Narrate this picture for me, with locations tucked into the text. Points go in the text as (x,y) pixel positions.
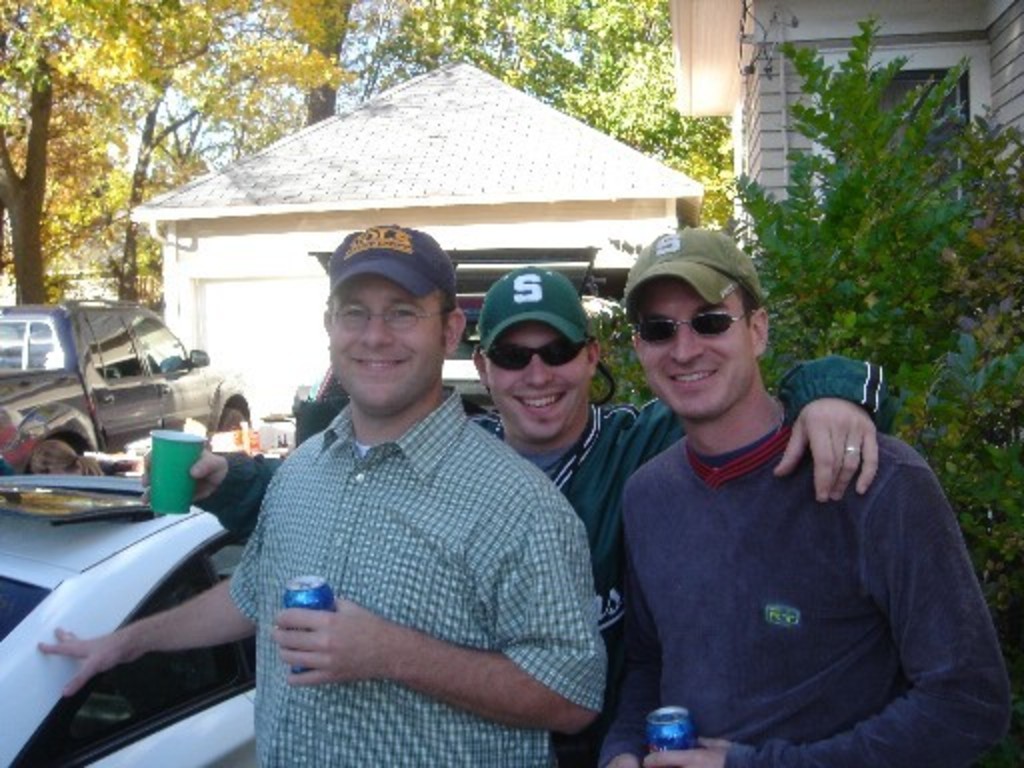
In this image there are persons (506,733) truncated towards the bottom of the image (514,664), the persons (363,573) are holding an object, there are trees (181,87) truncated towards the top of the image (118,90), there is a tree (915,205) truncated towards the right of the image (942,335), there are buildings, there is a building (746,122) truncated towards the top of the image (816,17), there are vehicles (134,536) truncated towards the left of the image (92,519).
